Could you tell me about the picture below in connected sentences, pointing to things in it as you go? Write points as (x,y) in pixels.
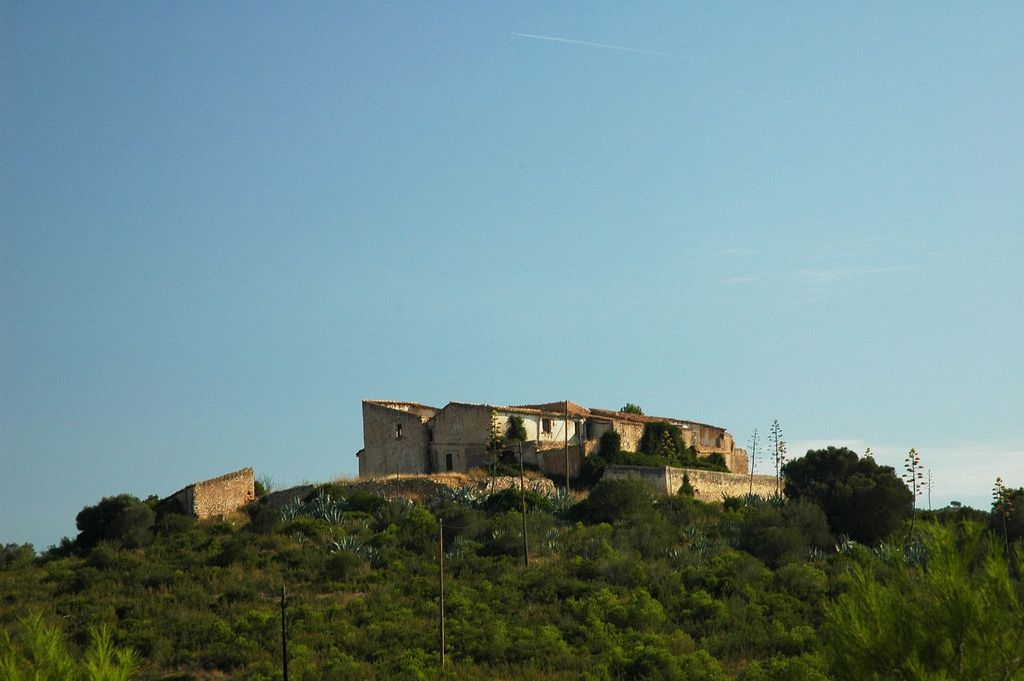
In this image we can see the buildings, there are some plants (504,541), poles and trees (415,589), in the background (510,281), we can see the sky (486,210).
